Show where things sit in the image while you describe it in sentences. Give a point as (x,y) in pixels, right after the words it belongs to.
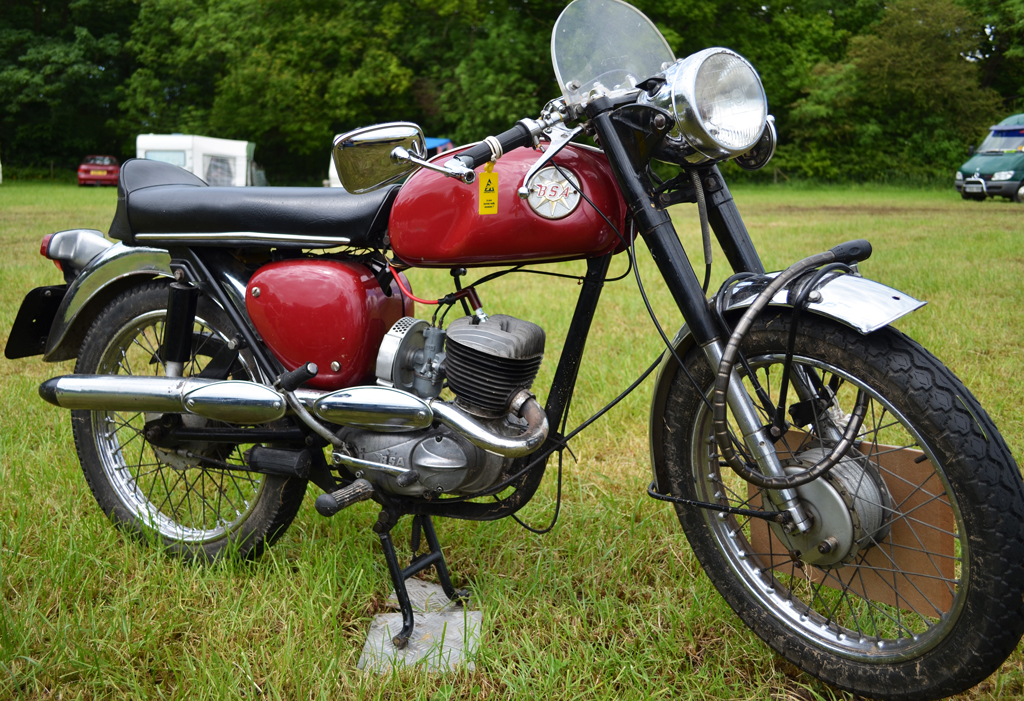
In the image we can see there are vehicles (727,131), grass (613,562) and trees (447,130). This is a headlight (722,103) of the vehicle (732,122).
